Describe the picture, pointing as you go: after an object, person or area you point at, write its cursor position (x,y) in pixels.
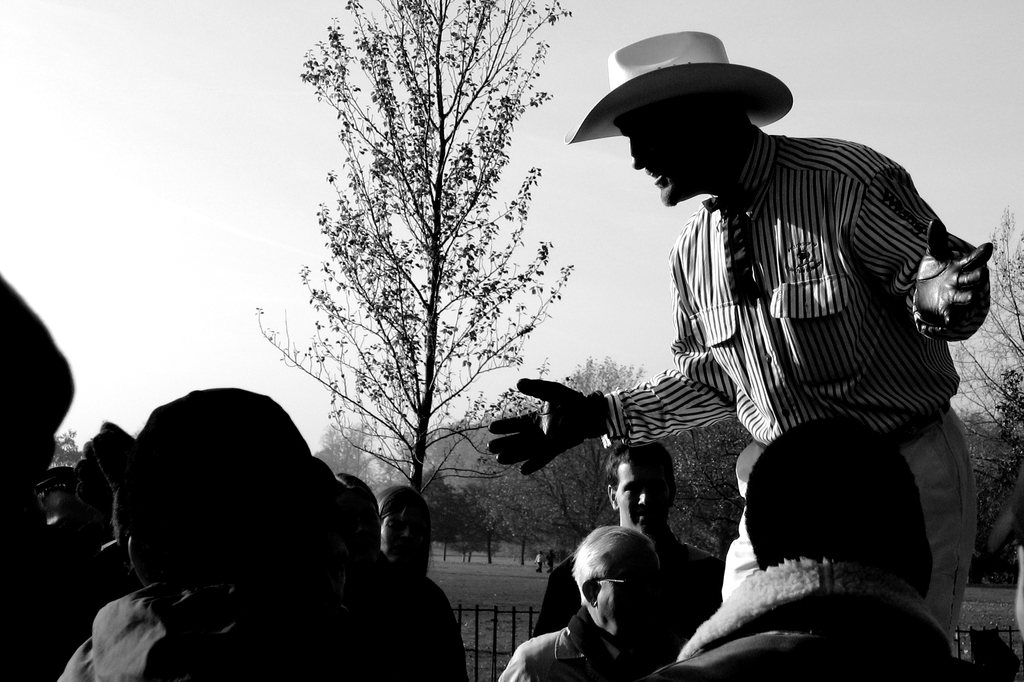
In this picture, we can see a few people (273,544), and we can see a person (883,195) with hat (738,75), and we can see the ground (484,670), fencing (494,609), trees (509,266), and the sky (112,71).
